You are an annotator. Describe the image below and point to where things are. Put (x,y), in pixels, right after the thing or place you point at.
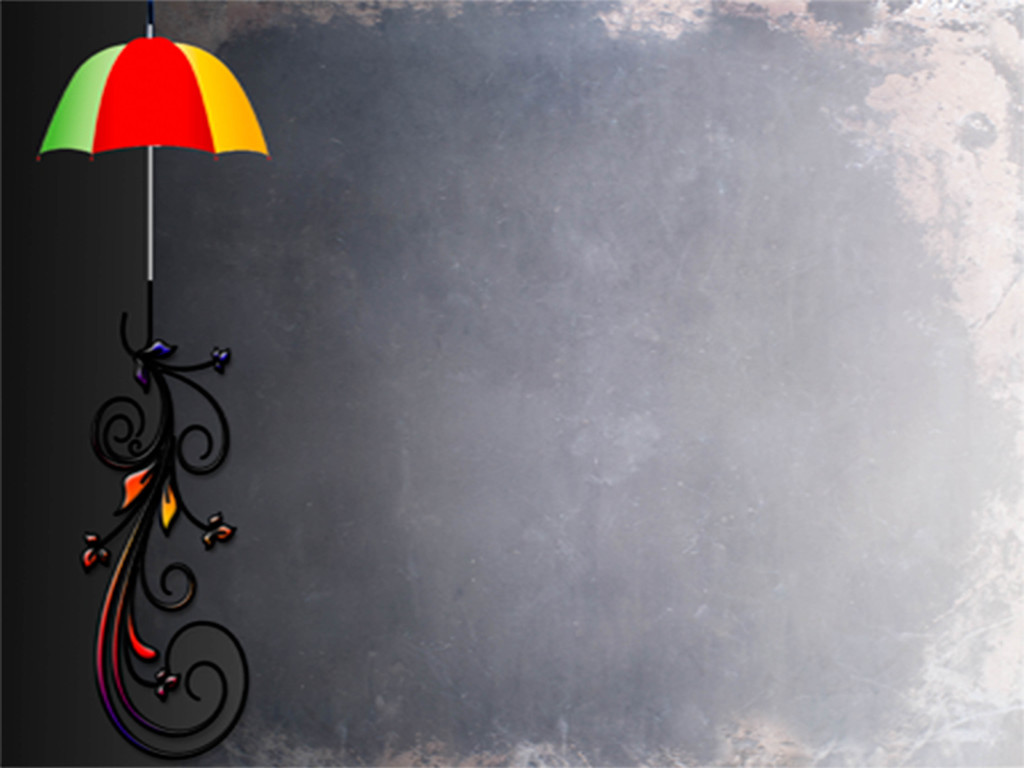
In this image, we can see an umbrella (224,89) on the design (141,380) which is on the black background (138,533).
